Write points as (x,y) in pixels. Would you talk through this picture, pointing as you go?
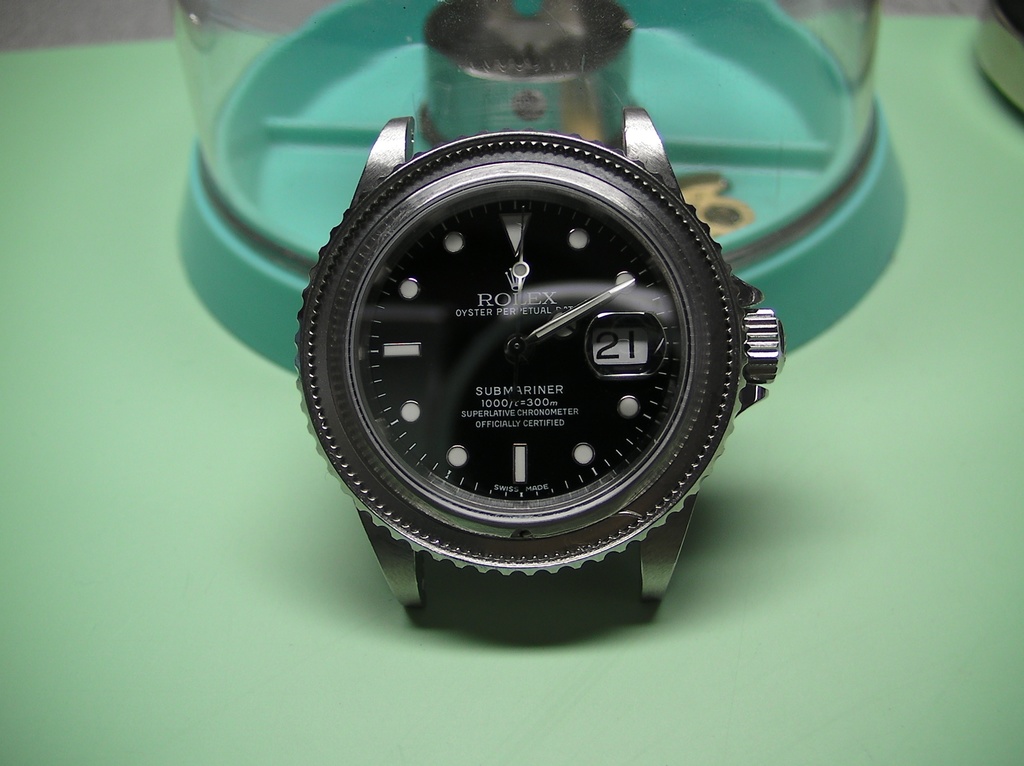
There is a watch (553,382) in the foreground area of the image (457,246), there are some objects (698,64) in the background (664,88).
